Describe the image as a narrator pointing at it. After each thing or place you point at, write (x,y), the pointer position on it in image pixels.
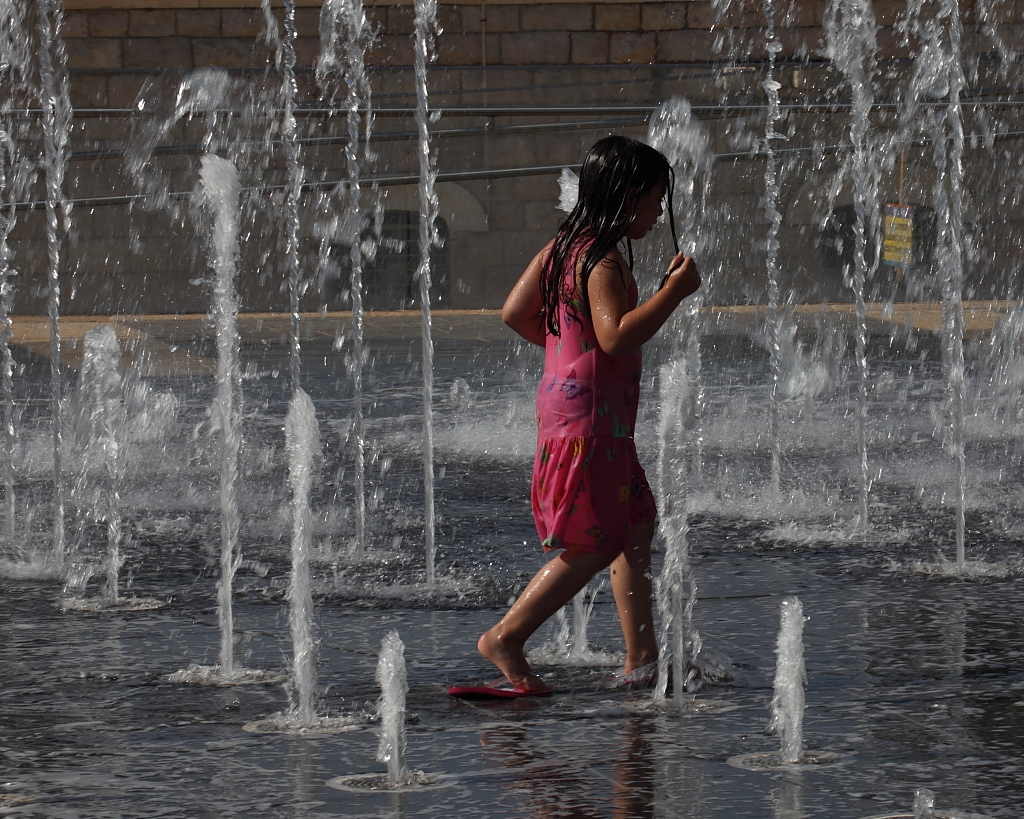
In the picture a girl (544,376) is playing in the water fountain (476,397), she is wearing pink dress (558,371) and behind the fountain (53,122) there is a brick wall (523,55).
